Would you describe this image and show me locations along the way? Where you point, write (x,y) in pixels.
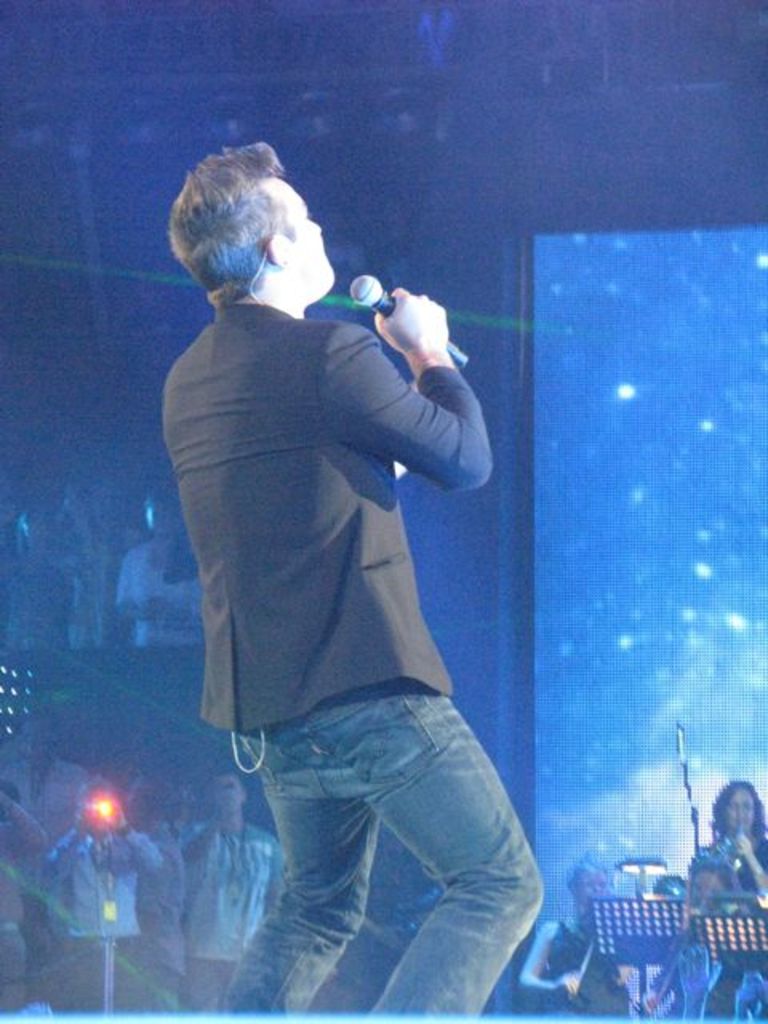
This image is clicked in a musical concert where in the middle (397,393) a person (272,562) is wearing black blazer (315,603) and blue jeans (361,756) is singing a song. He is holding a mike (381,298) in his hands (419,296). In the right side (748,809) corner there is a woman (738,791) sitting and she is holding a brass instrument (742,840) and playing something. On the left side (102,889) corner there is a man (156,853) who has ID card (116,906) and he is clicking some photos, there are lights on the top (308,129).
